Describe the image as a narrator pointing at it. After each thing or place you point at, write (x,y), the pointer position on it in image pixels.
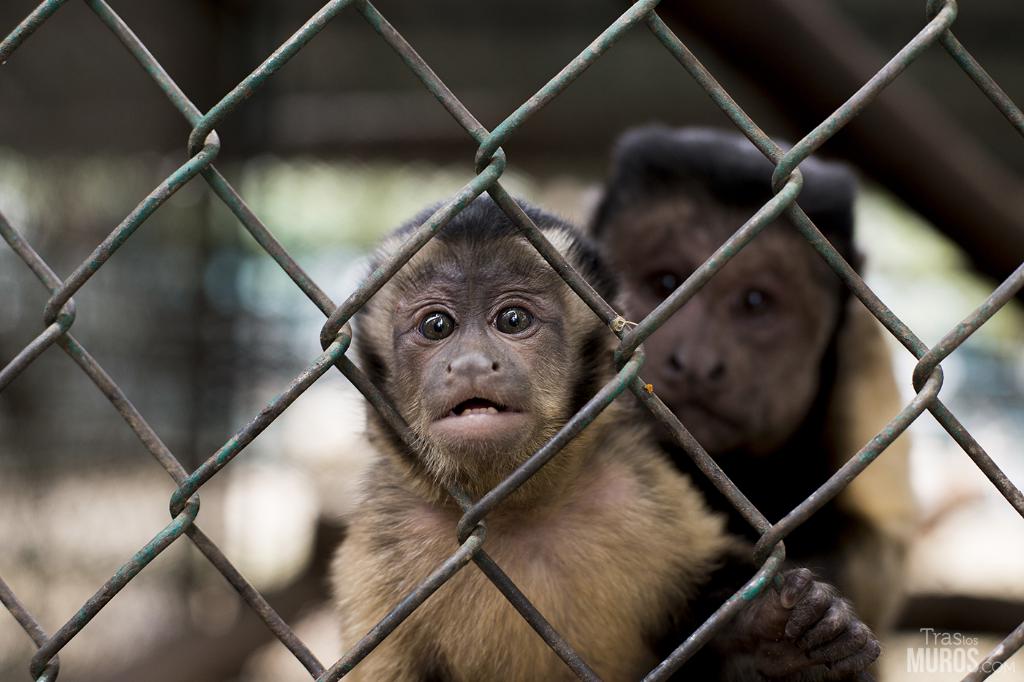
In this image, I can see two monkeys (629,513). This looks like a fence (498,142). The background (342,188) looks blurry. This is the watermark (931,652).
